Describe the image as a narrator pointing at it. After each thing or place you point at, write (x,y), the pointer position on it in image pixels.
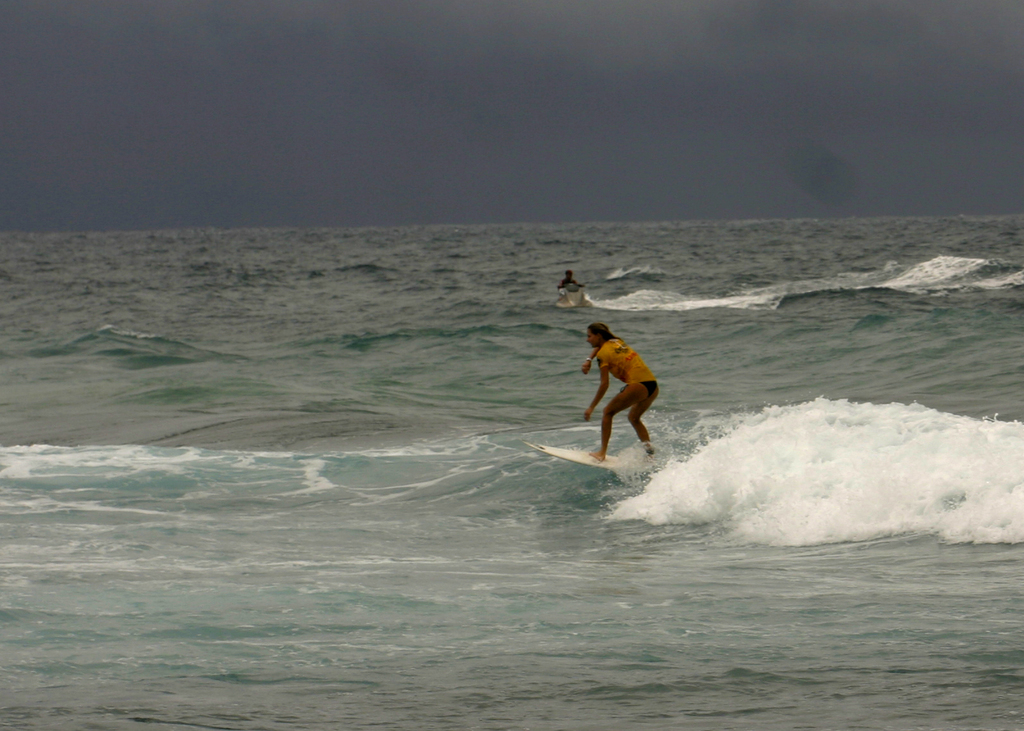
In this picture we can observe a person (632,366) surfing on the surfing board (547,450) on the ocean tide (553,465). There is another person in the ocean (523,301). In the background (292,310) there is an ocean (667,261) and a sky (449,138).
